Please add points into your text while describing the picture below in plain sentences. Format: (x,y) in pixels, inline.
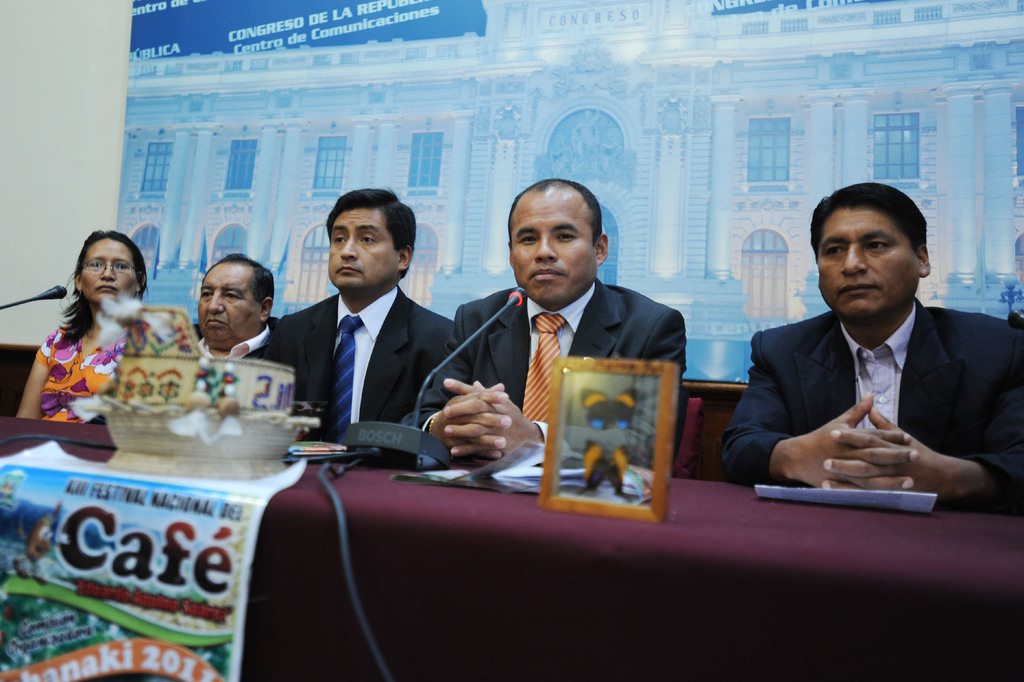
In this picture, we see four men (477,325) and a woman (81,348) are sitting on the chairs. In front of them, we see a table (583,554) on which a basket (161,438), papers (297,451), a banner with some text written on it and the microphones (353,443) are placed. On the left side (86,234), we see a white wall (62,219). In the background (544,174), we see a banner (692,225) or a board (692,225) in white and blue color. We see some text (291,23) written on it. We see the image (718,277) of the building (668,214) on the banner (517,149).
